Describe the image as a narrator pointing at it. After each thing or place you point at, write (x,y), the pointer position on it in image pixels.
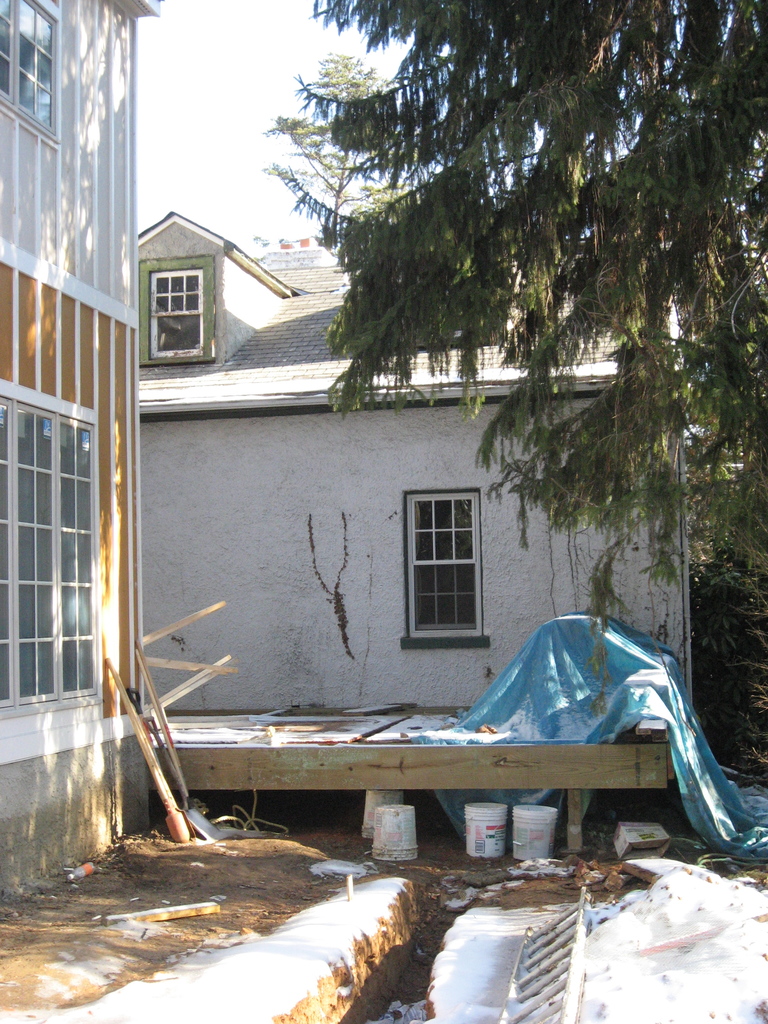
In this image, we can see a shelter house (309,439) and drums (540,831). There is a ladder (544,936) at the bottom of the image (528,986). There is a branch (606,482) in the top right of the image (640,68). There is a wall (90,404) on the left side of the image (81,342).
